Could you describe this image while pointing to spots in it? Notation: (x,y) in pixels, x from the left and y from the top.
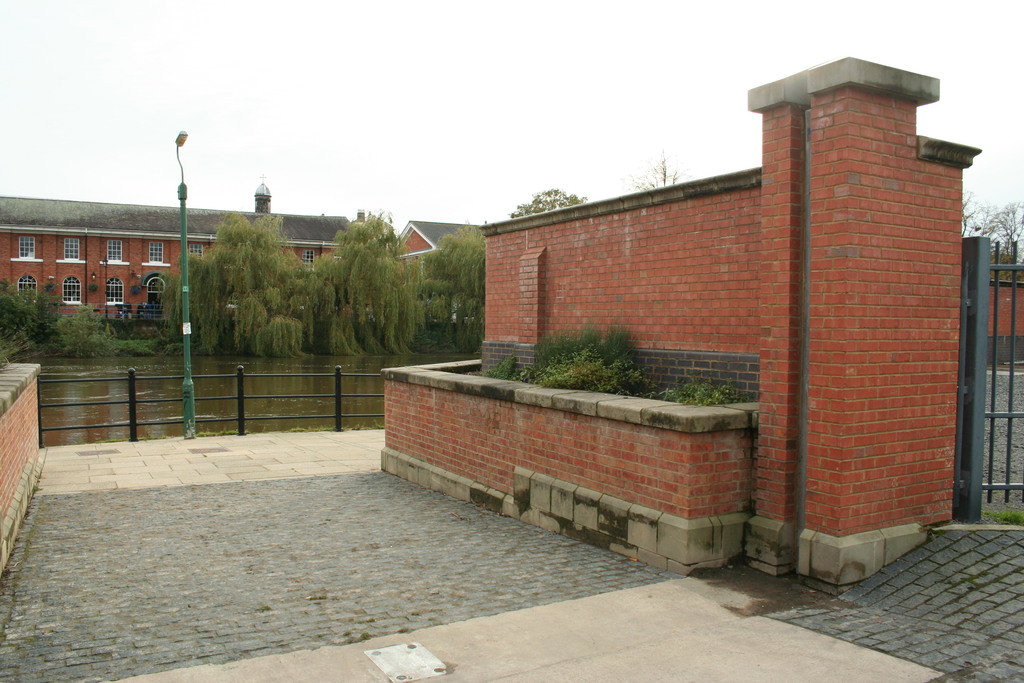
In this image we can see buildings (81,248), walls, light poles (184,406), trees (422,330), plants (13,330), gate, also we can see the water (91,431), and the sky (531,135).
